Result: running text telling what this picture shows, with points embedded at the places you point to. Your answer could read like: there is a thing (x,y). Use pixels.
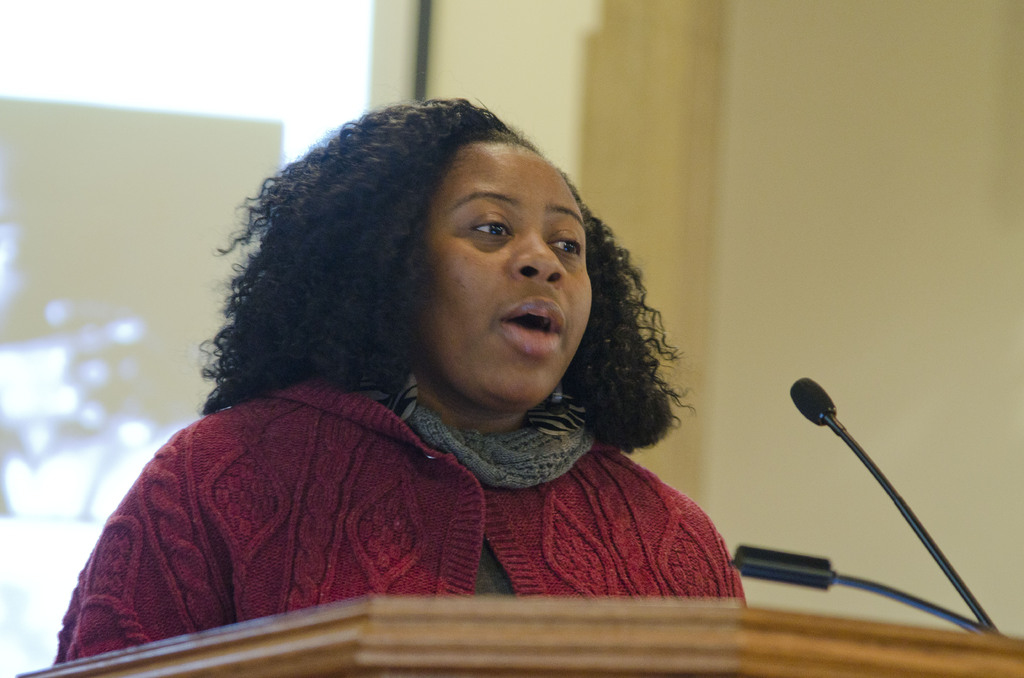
In this image we can see a woman (522,418) standing near a speaker stand (606,609) with a mike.
